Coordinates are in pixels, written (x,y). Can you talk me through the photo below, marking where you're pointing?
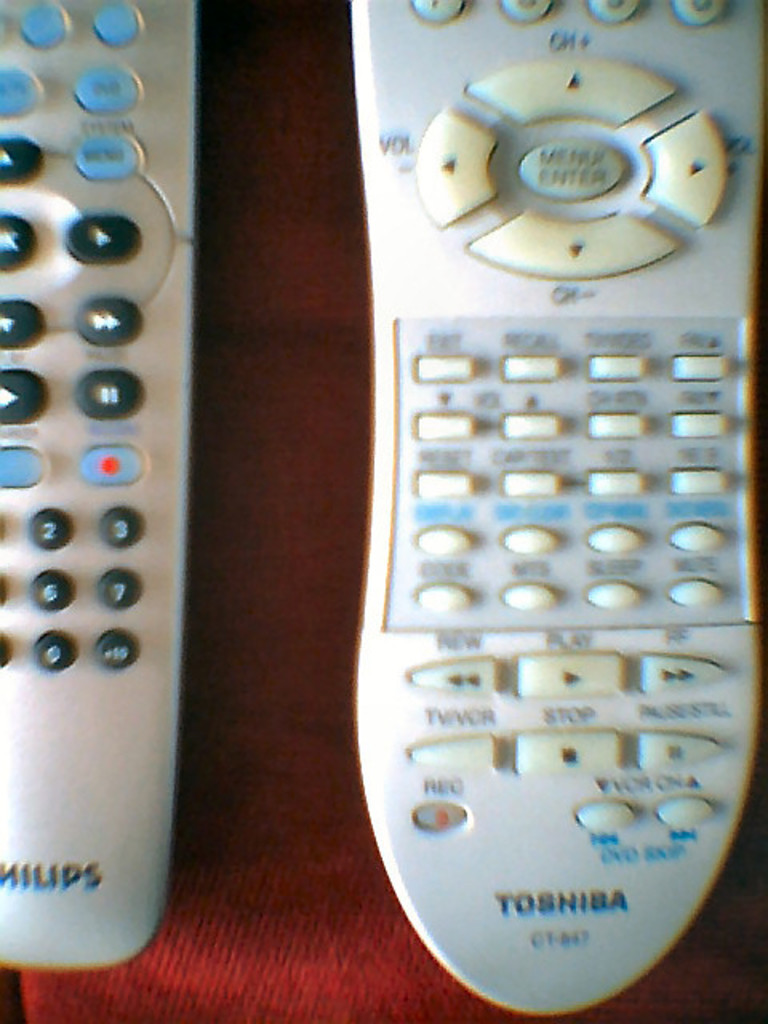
In this image there are two remotes (74,403) on the table (218,897). On the remotes (29,496) there are buttons (538,424) and some text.
